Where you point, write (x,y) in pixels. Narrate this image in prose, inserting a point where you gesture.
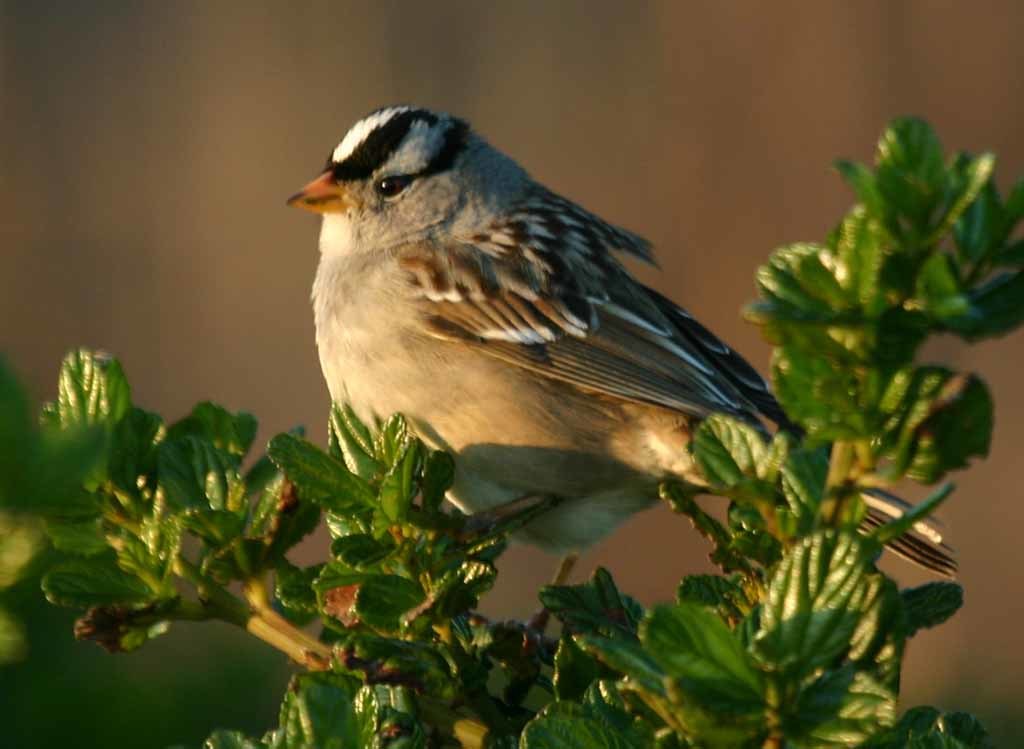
In this picture we can see a bird (518,378) is standing, at the bottom (712,622) we can see leaves (762,627) of a plant (583,678), there is a blurry background (604,120).
